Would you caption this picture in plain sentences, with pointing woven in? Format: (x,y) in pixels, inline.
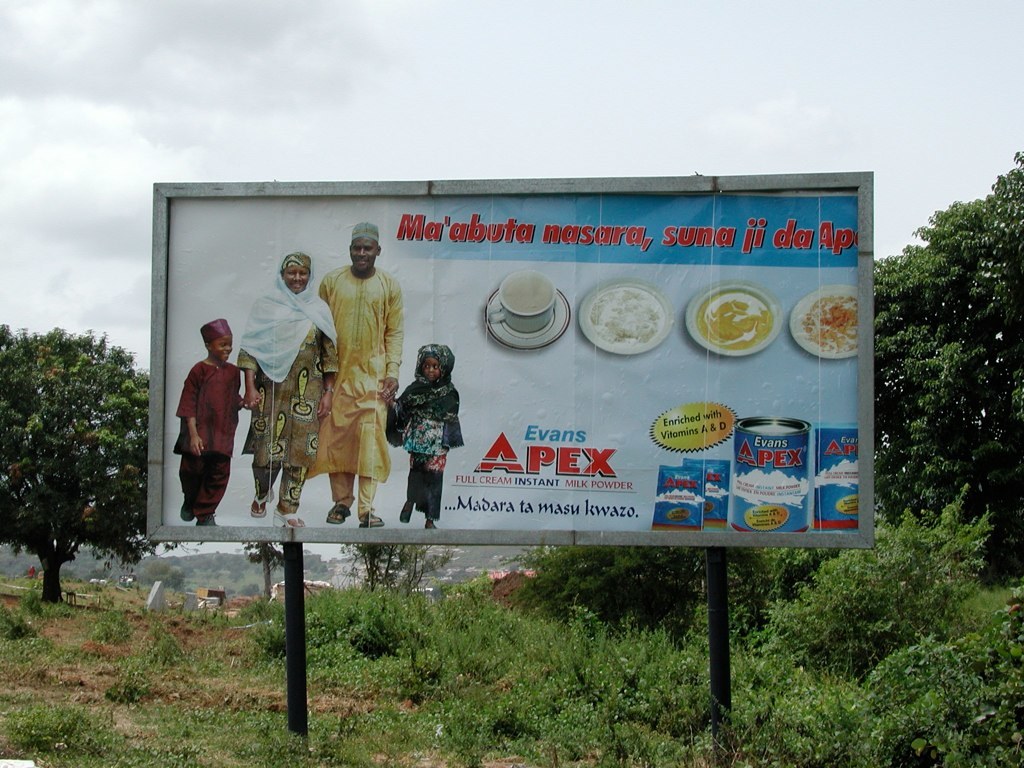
This is an outside view. Here I can see a board (409,447) on the ground (314,706) to which I can see a poster (289,252). On the poster (334,421) I can see four people (373,372), tea cup (520,327), plates (548,331), bottle (745,486) and some text (547,480). At the bottom of the image (357,694) there are some plants (359,653) in green color. In the background (445,570) I can see some houses (470,570). On the right (956,339) and left side of the image (80,480) there are trees (59,426). On the top of the image (283,101) I can see the sky (339,104).
